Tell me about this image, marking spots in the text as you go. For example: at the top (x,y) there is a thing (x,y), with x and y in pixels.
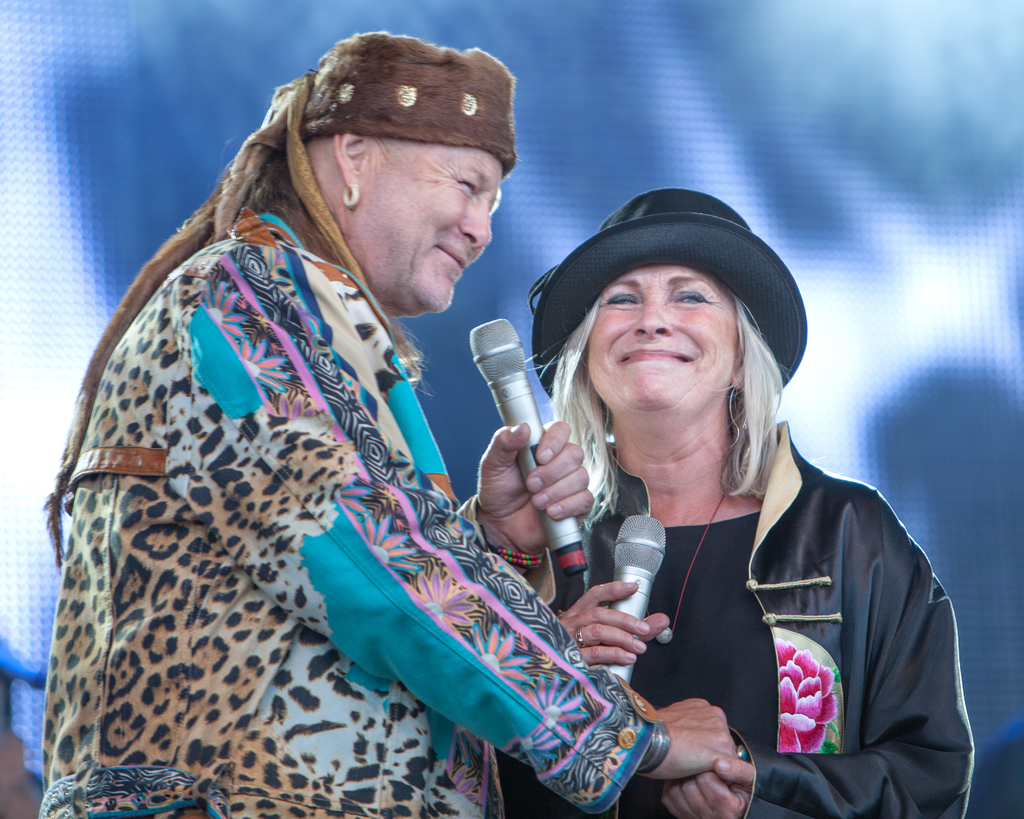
Two people (608,559) standing holding microphone (519,367).
